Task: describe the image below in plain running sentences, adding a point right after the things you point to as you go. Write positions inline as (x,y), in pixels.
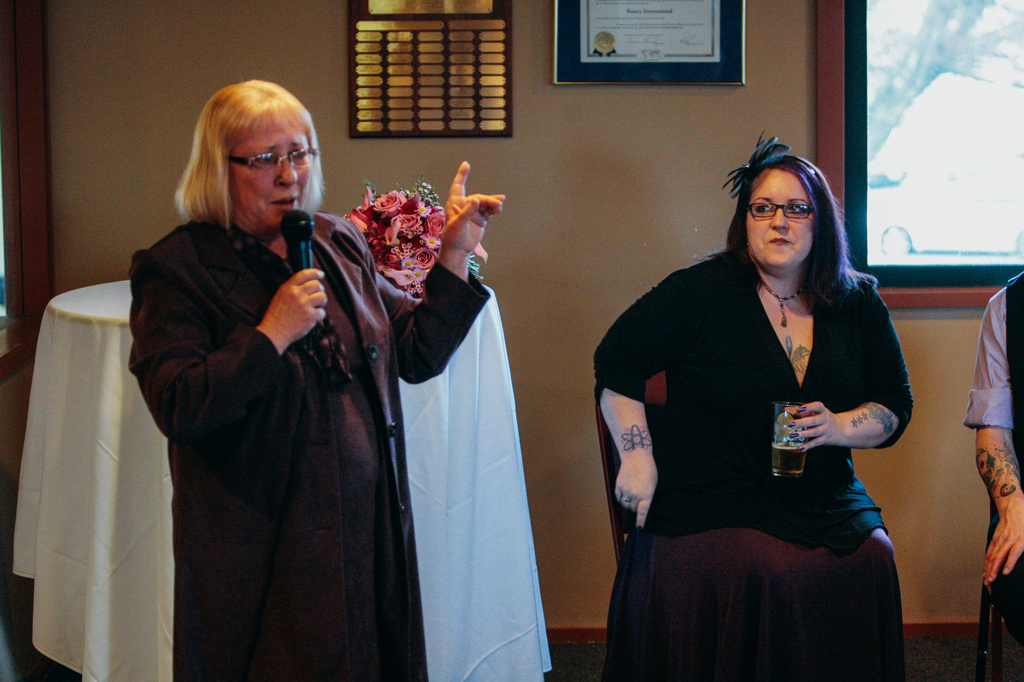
On the left side (192,213) an old woman (376,359) is standing and speaking into microphone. On the right side (768,233) a woman (766,440) is sitting on the chair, she wore black color dress (766,496).
